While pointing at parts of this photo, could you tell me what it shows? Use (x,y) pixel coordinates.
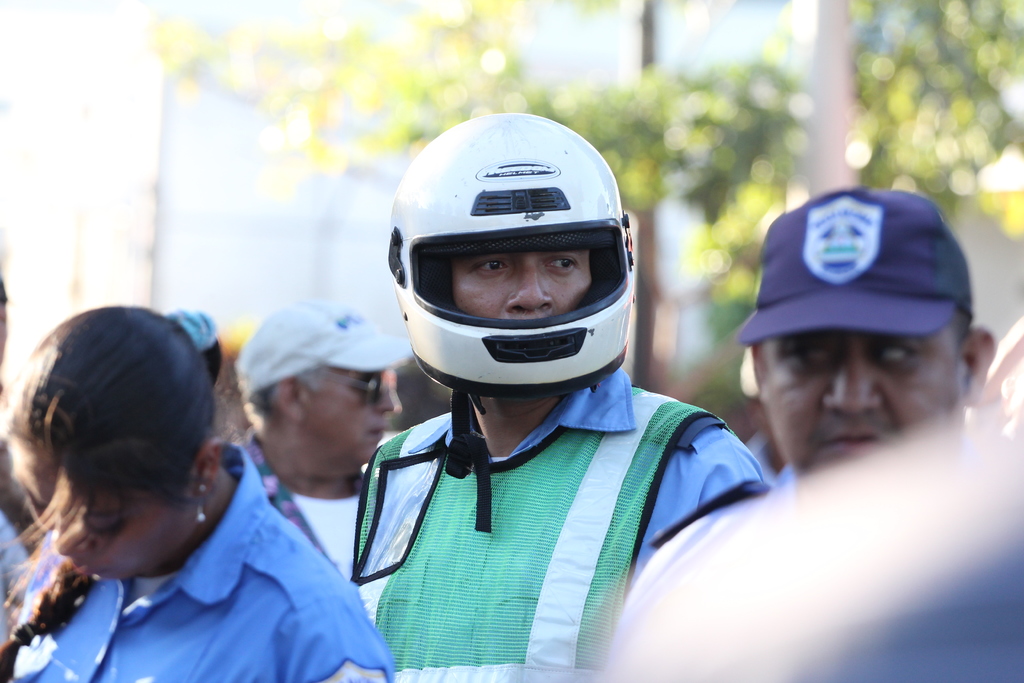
As we can see in the image there are few people (194,527) here and there and in the background (608,109) there are trees (512,71). The man (522,116) standing over here is wearing a helmet (507,337).
